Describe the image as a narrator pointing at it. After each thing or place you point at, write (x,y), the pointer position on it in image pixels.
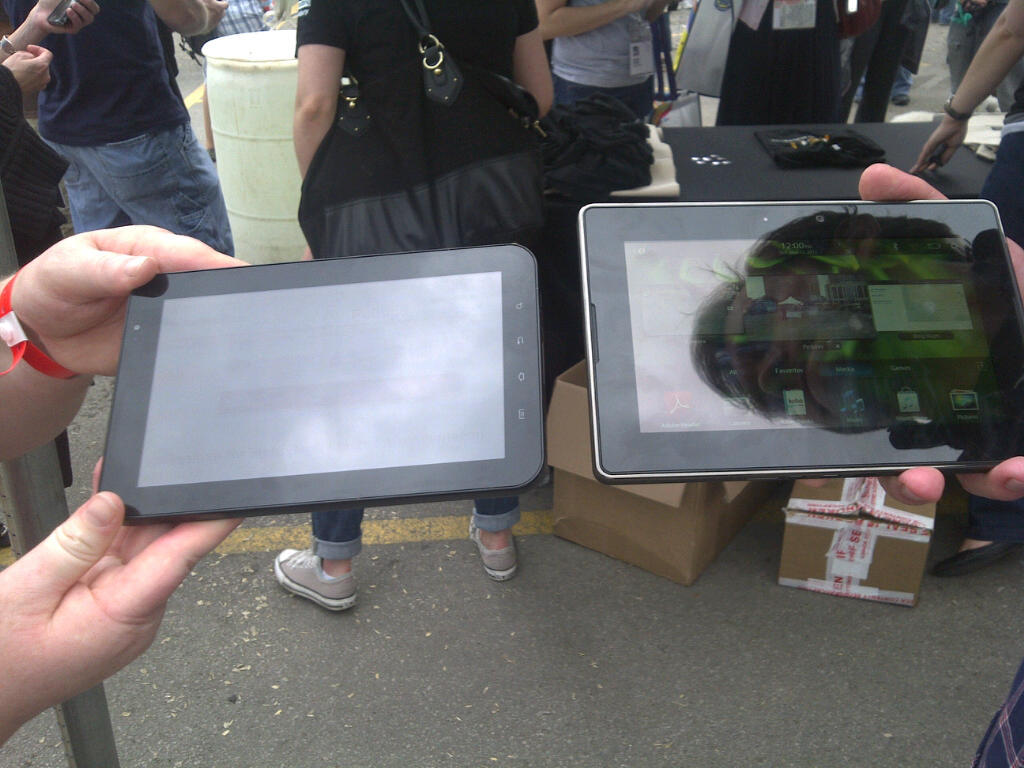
In this picture there are two persons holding a tab (427,325) in their hands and there are few people (780,87), cardboard boxes (573,381), a table (682,152) and some other objects (343,80) in the background (708,85).
